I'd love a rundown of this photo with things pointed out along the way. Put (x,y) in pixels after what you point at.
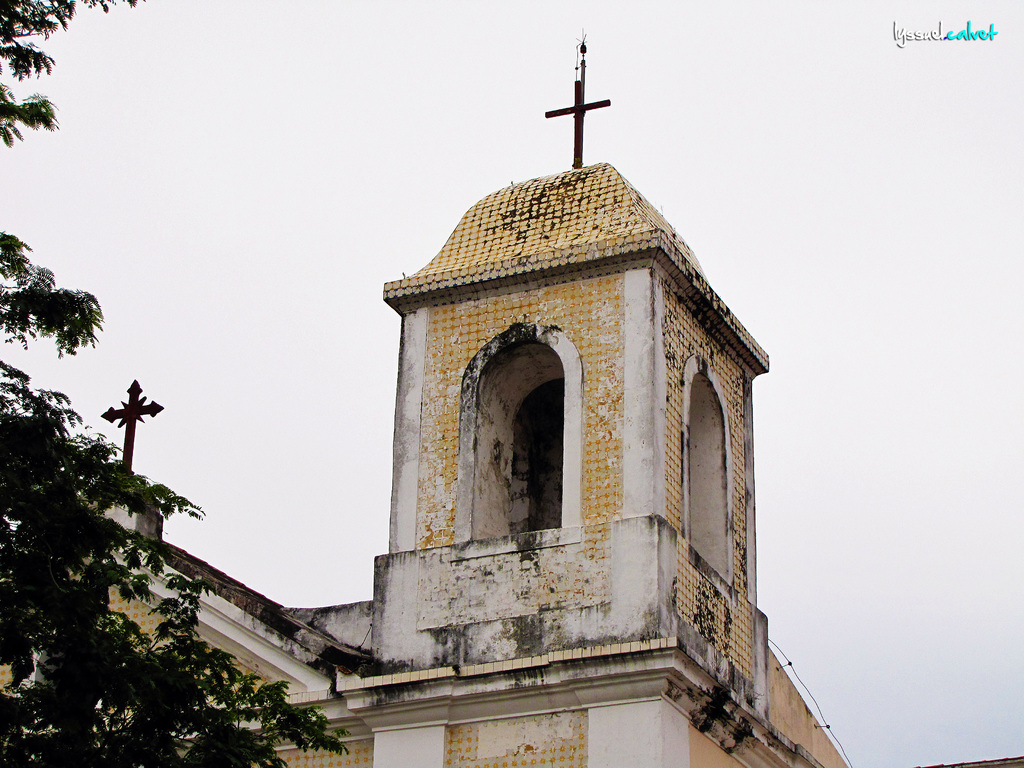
In this image there is a building (556,198) with cross (550,115) on the top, beside that there is a tree (75,337) and at the right side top there is a water mark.
